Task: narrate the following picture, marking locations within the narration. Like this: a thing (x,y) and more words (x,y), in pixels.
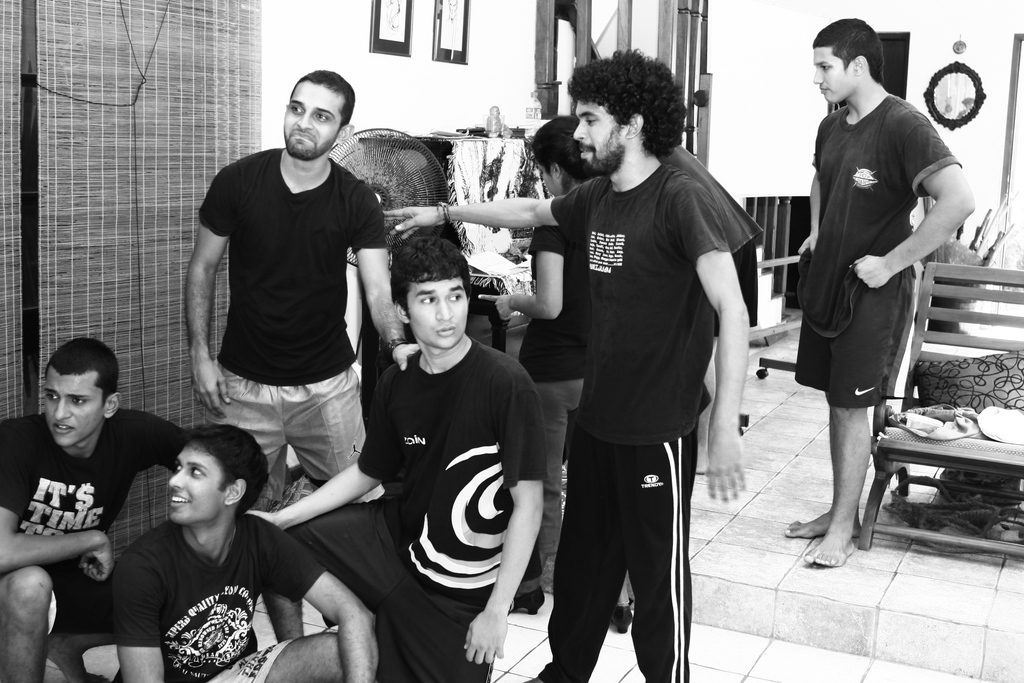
This is a black and white image. In this picture we can see some persons (491,430), chairs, table (460,223), some objects (413,180), curtain (232,82), wall (451,79), photo frame (403,38), mirror (954,97), cupboards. At the bottom of the image (814,630) there is a floor (801,603).
